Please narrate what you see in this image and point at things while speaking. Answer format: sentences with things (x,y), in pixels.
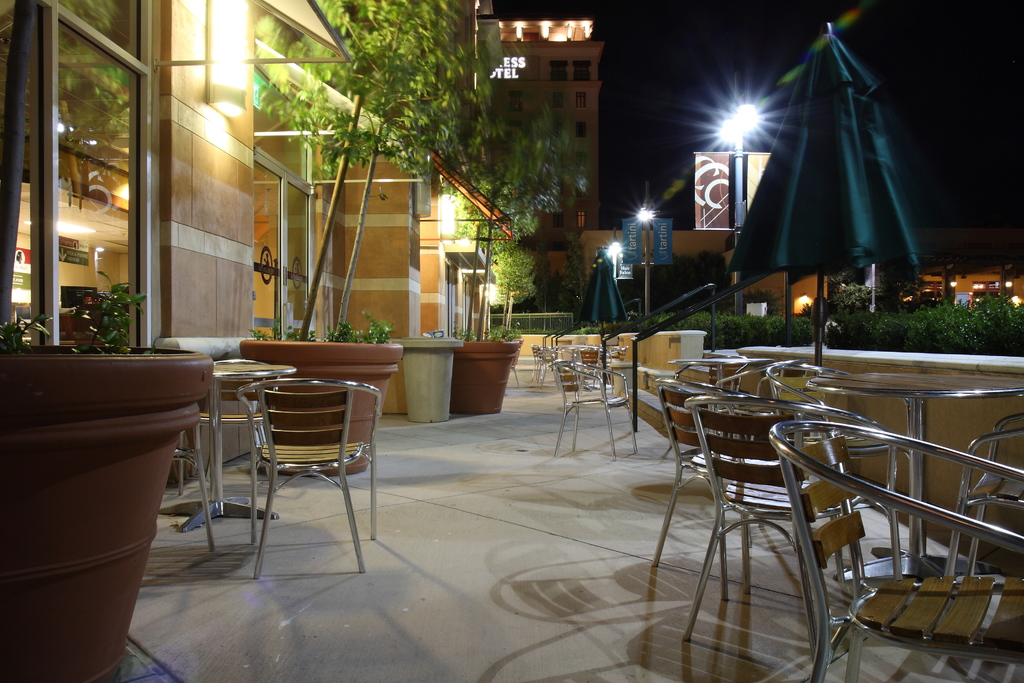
It is a outside view. So many tables (811,383) and chairs (612,430) are there. On left side (108,486), we can see some plants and pot (287,360). And cream color wall (205,287) and glass windows (106,220). At the background (709,206), we can see building (537,88), street lights (727,121), banners (720,190). And here we can see umbrellas (840,239), some plants (947,324), house (954,275).
